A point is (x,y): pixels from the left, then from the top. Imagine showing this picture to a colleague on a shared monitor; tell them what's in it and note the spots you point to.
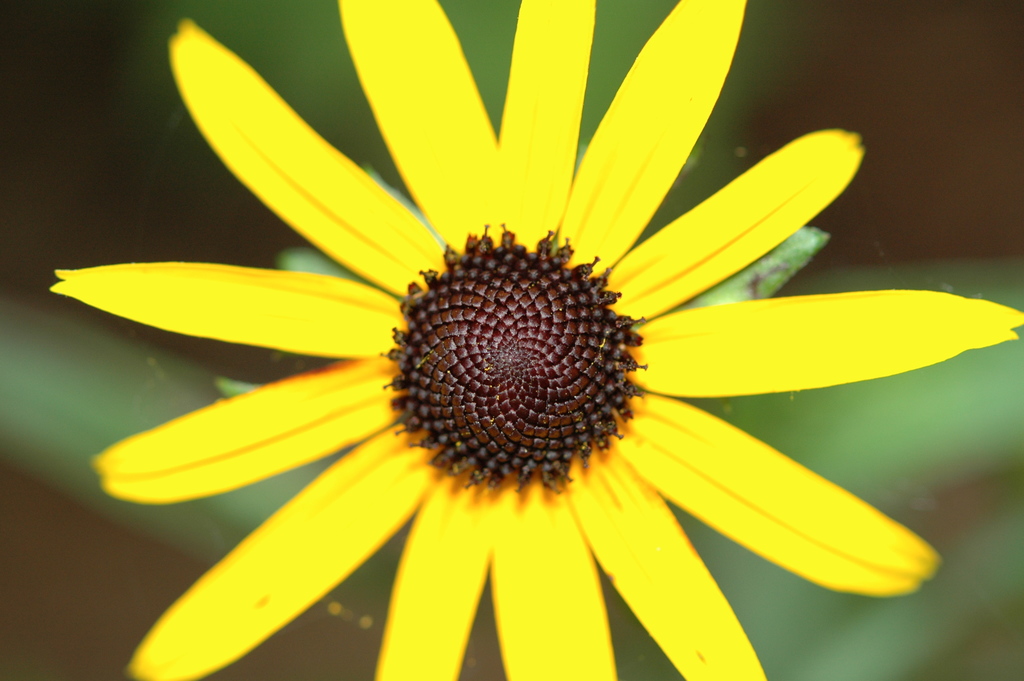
In the foreground of this image (409,629), there is a yellow flower (320,453) and the blurred background (881,101).
